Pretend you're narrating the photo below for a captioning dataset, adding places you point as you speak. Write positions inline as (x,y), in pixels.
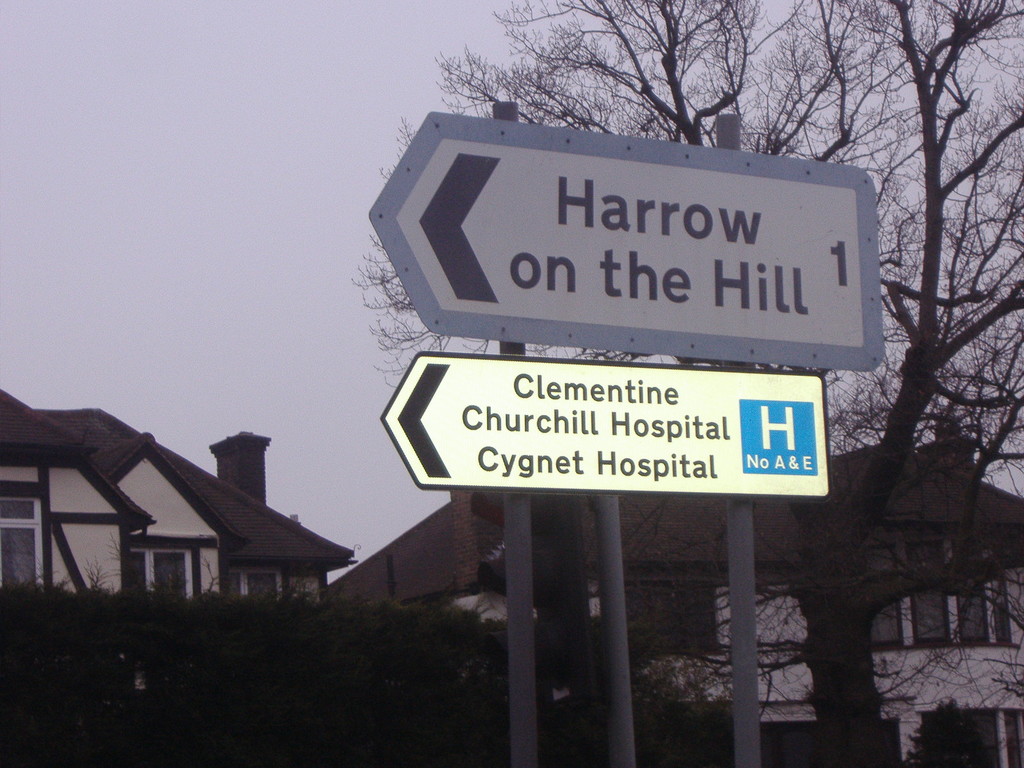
In this picture we can see direction sign boards (531,232) to the poles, trees (929,211), buildings (710,546) with windows (185,575) and in the background (144,215) we can see sky (150,236).
